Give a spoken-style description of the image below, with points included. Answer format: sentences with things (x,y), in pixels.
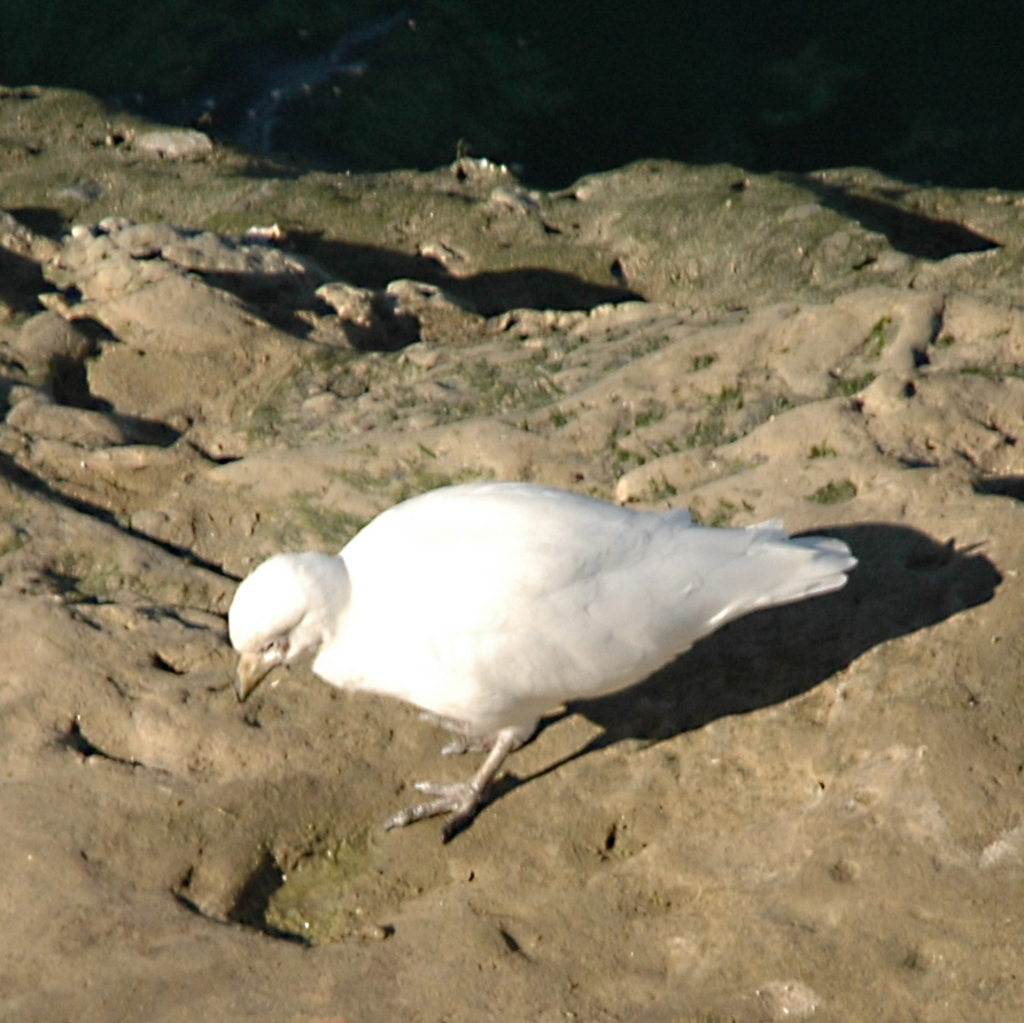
In this image I can see a white colour bird (419,698) in the front (522,688). I can also see shadows (84,324).
